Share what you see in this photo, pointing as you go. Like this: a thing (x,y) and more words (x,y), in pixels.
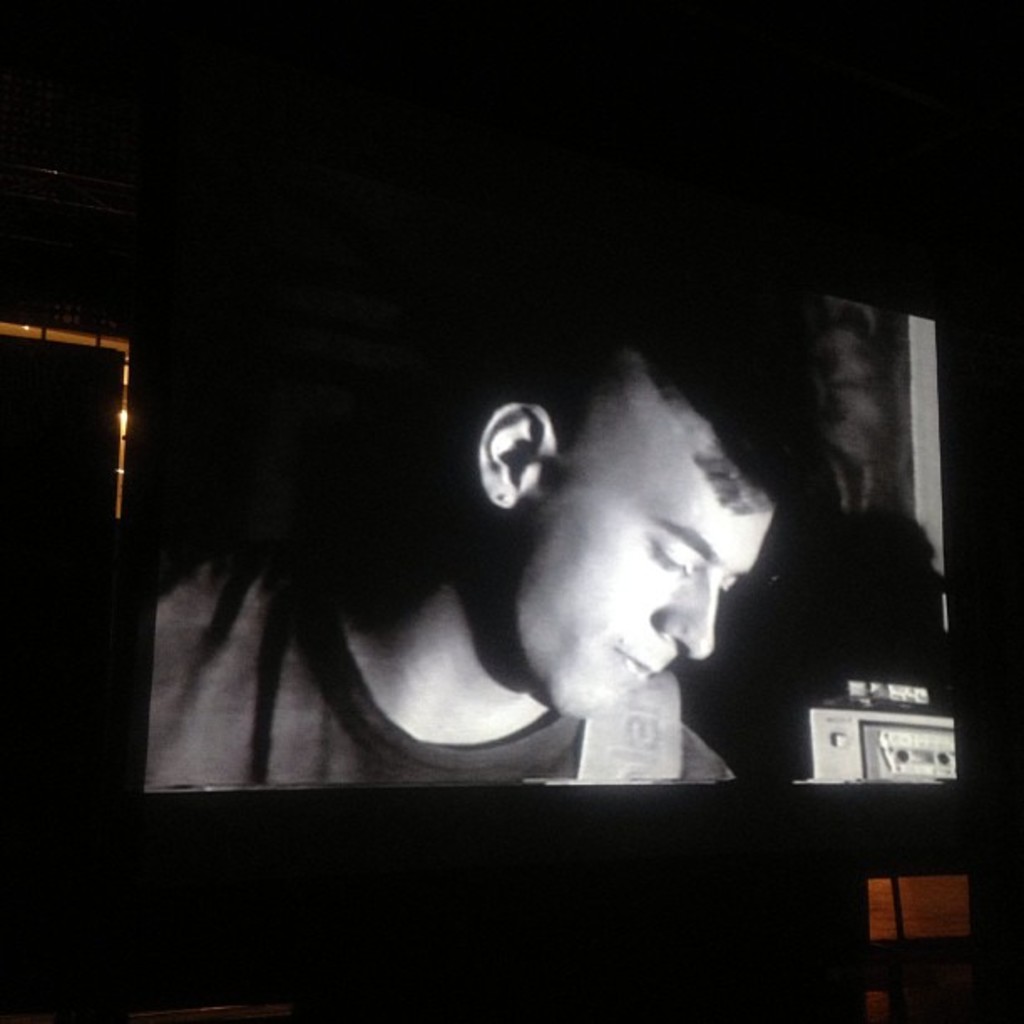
In this picture we can see an object (823,715) on the right side (860,774). We can see a man (592,460) on the screen (370,536). There is the dark view in the background (168,225).
